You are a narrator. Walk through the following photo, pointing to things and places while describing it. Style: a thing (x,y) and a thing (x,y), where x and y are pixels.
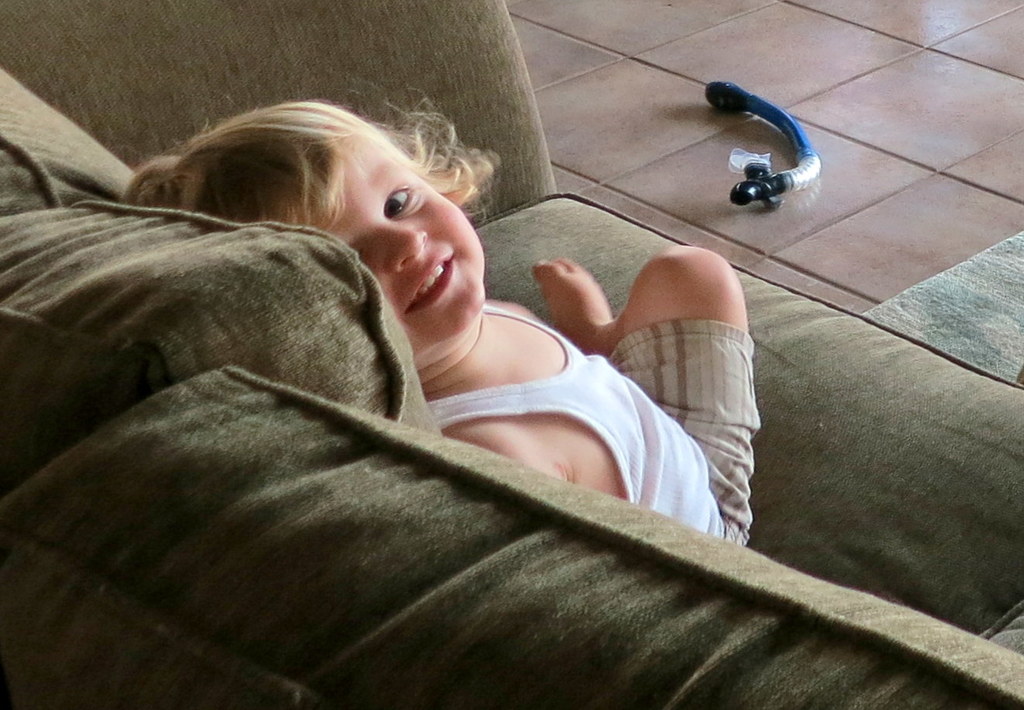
In this picture we can observe a girl (441,300) sitting in the sofa (180,353). The girl (697,262) is wearing white color dress (632,449) and she is smiling. We can observe a toy (734,102) placed on the floor (783,156). The sofa (126,388) is in green color.
